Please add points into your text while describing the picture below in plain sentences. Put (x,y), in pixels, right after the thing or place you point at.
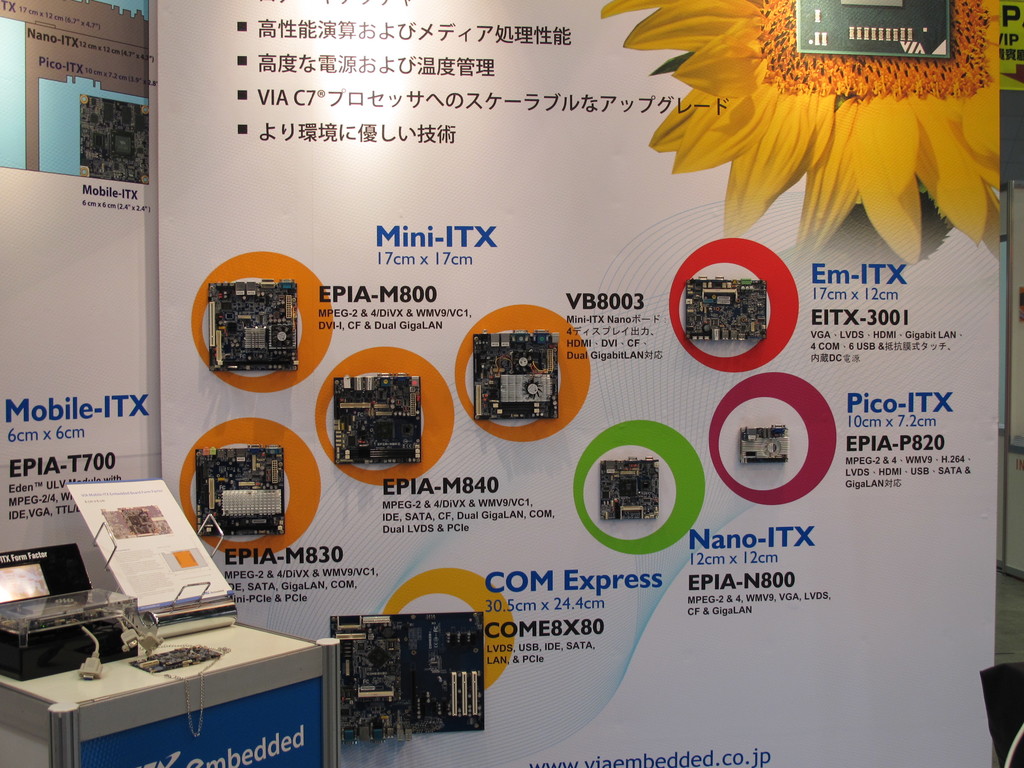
In this image we can see a device (116,626) on the table (204,685), papers (195,563) and an advertisement (408,270).
